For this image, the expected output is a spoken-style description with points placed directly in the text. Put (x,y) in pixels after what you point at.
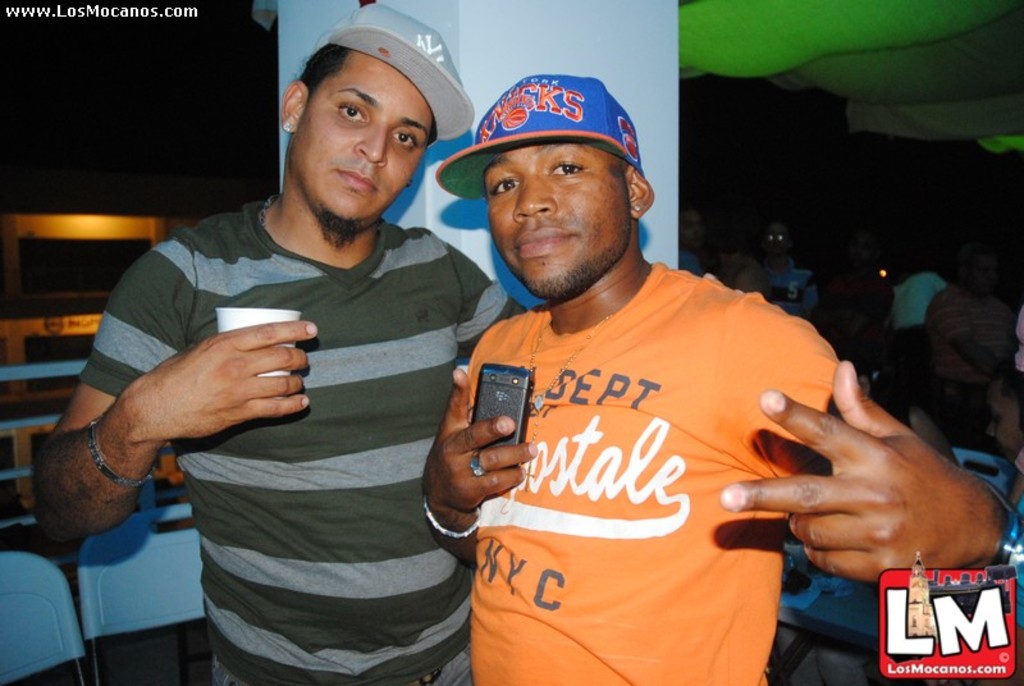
In the middle of the image (534,229) two persons (821,483) are standing and holding something in their hand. Behind them there is a pillar (303,49) and few people (696,231) are standing and sitting and there are some chairs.
